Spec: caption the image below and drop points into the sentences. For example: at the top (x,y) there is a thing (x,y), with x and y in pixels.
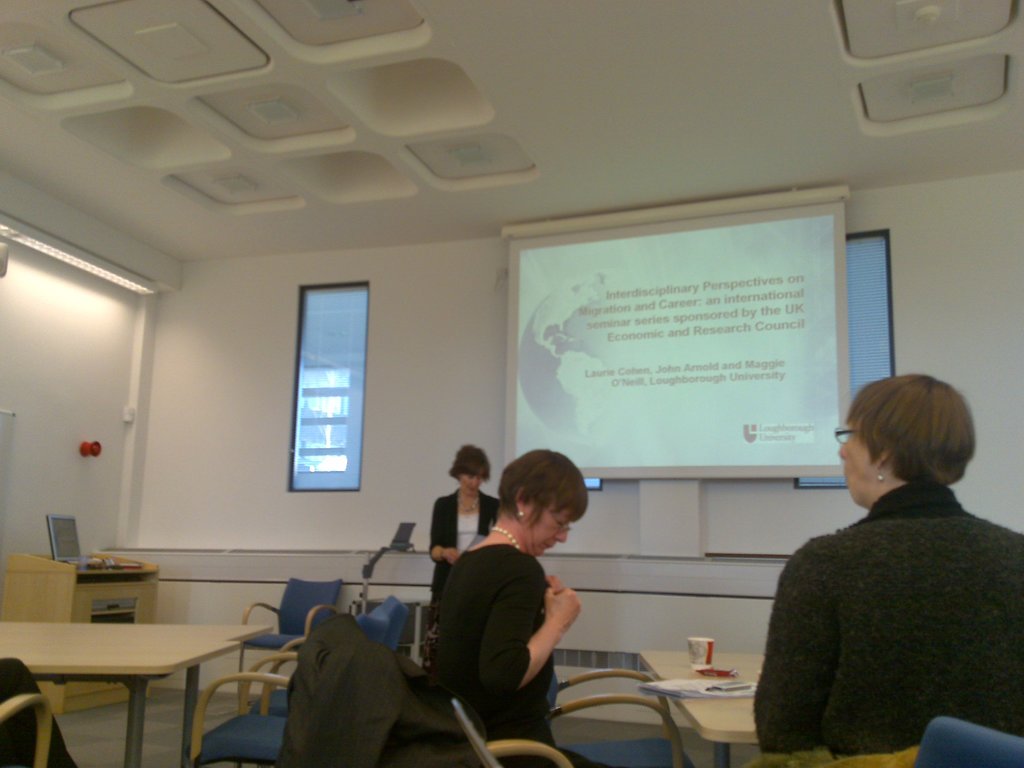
This is a picture of group of people (853,749) sitting near the table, chair (276,668) and in background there is window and screen (758,240).
